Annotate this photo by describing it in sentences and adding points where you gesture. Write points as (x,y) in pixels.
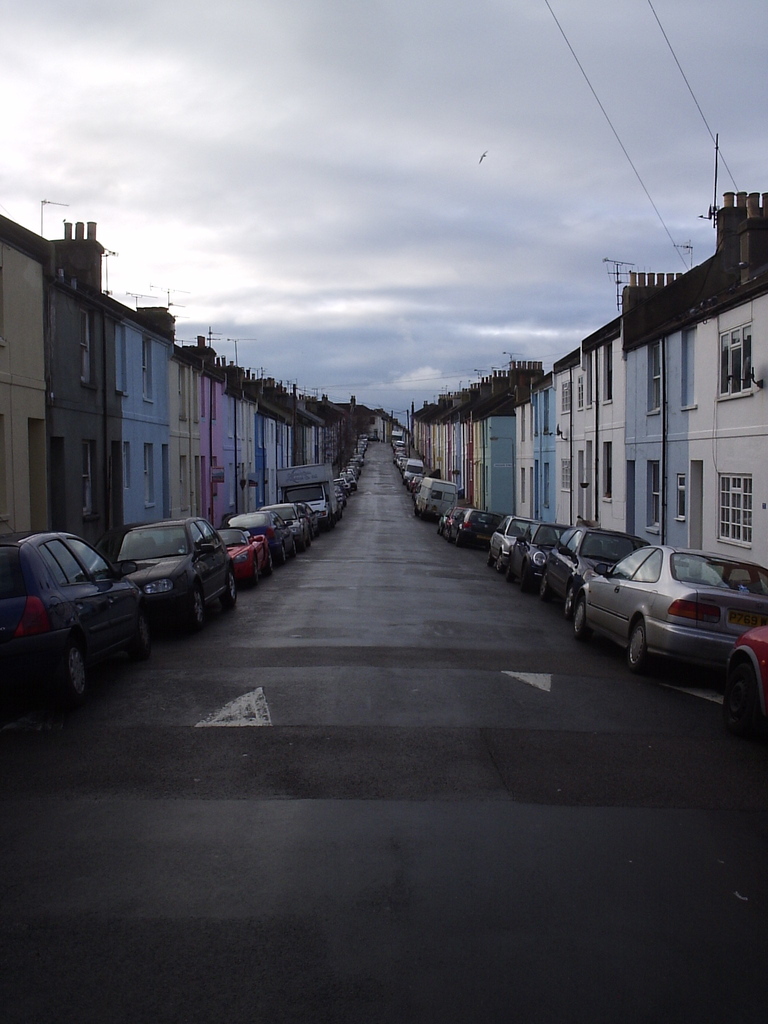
This is an outside view. At the bottom (353,811) there is a road (369,714). On both sides of the road (335,539) there are many cars (298,532) and buildings (738,454). At the top of the image (328,224) I can see the sky (298,124) and clouds (374,122).
